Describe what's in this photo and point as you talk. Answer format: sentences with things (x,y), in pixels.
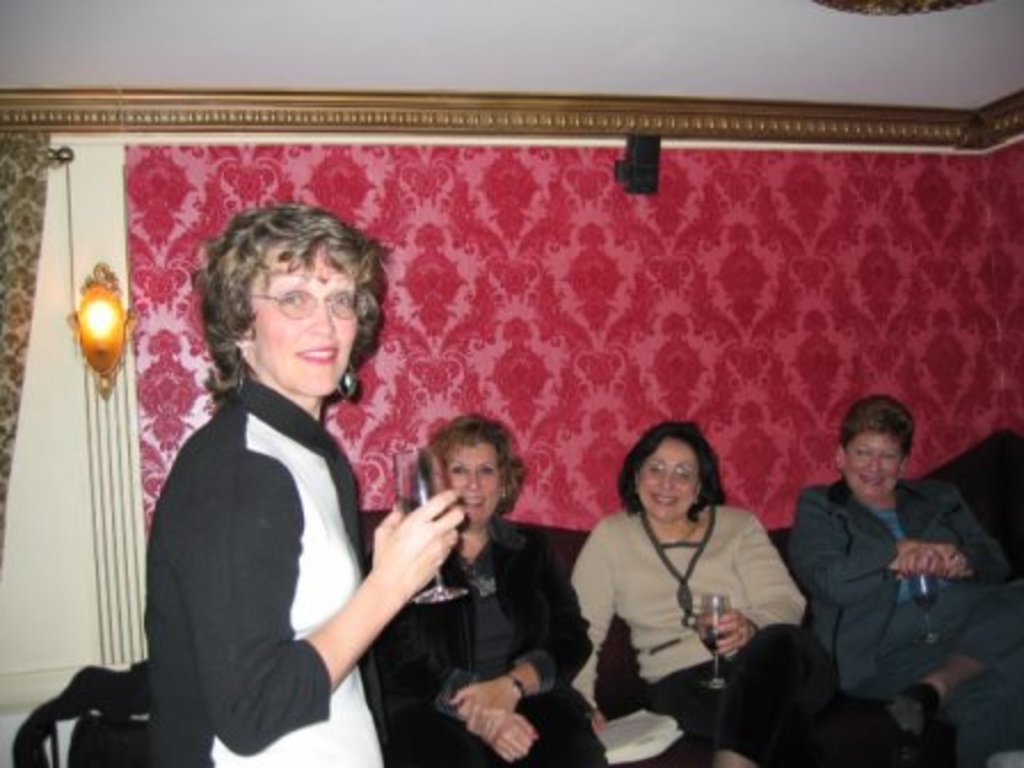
In front of the image there is a woman (336,533) standing by holding a glass (415,521) in her hand (402,521), behind the woman (303,460) there are three other women (492,576) sitting on the couch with a smile on their face (883,485), two of them are holding glasses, behind them there is a curtain (16,215), lamp (119,329) and speaker (654,152) on the wall (691,164) and there is an empty chair (65,709).
